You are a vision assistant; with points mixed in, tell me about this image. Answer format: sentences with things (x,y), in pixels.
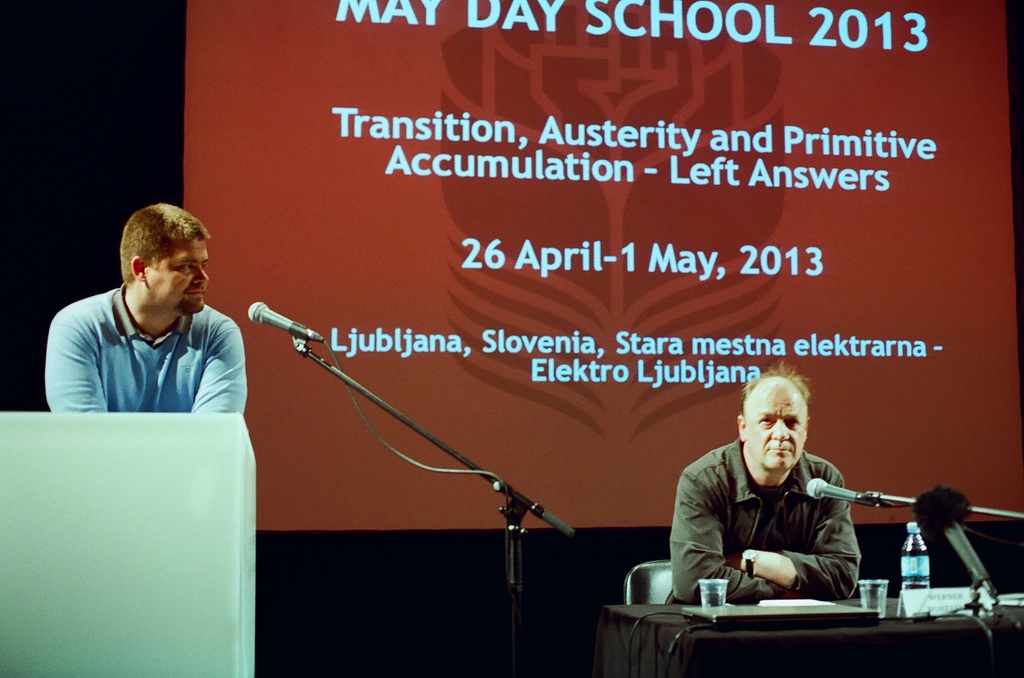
In this picture we can see a man (710,527) is sitting on a chair (656,575) and in front of the man (747,557) there is a table (726,647) and on there is a laptop (748,619), glasses (716,588), name board (912,593), bottle (914,578) and a microphone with the stand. On the left side of the people (703,557) there is another microphone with stand (517,632) and another person (97,352) is standing behind the podium (76,504). Behind the people (91,321) there is a screen (546,247).
